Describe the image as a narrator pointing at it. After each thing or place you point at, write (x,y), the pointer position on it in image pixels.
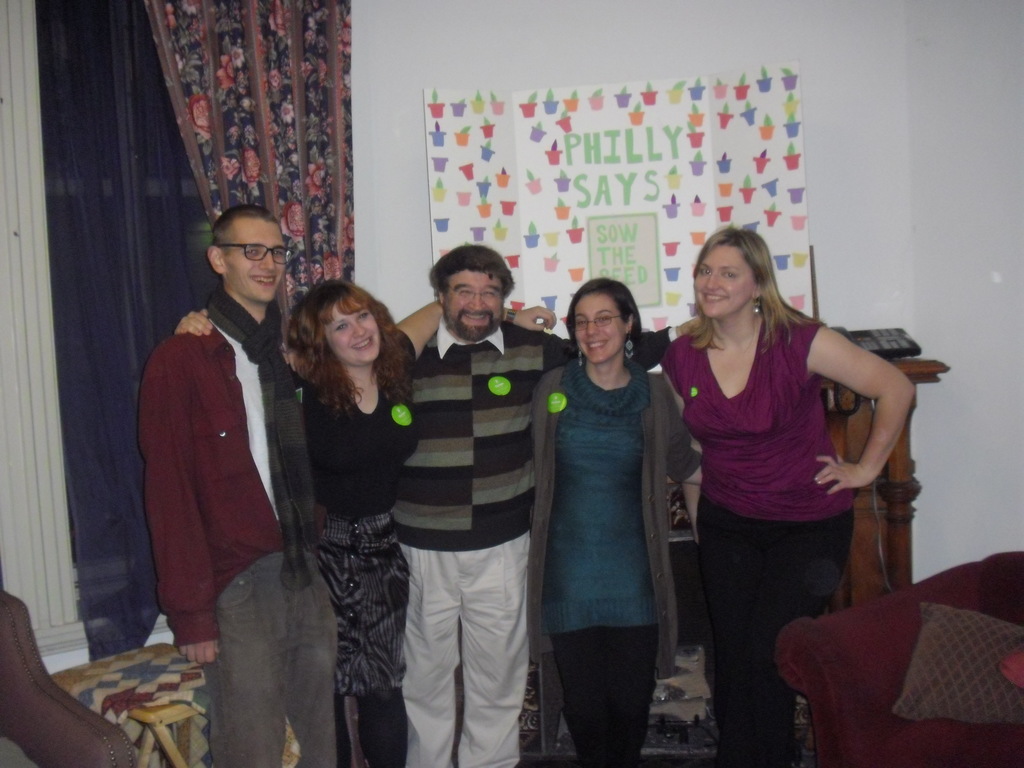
This is an inside view. Here I can see three women (368,477), two men (424,593) are standing, smiling and giving pose for the picture. On the right (904,630) and left sides of the image there are chairs (21,693). At the back of the people (901,406) there is a table (895,564). In the background (529,49), I can see the wall (480,34) and also there is a curtain (274,159) to the wall (832,219). To the wall (438,44) a sheet (645,151) is attached.
